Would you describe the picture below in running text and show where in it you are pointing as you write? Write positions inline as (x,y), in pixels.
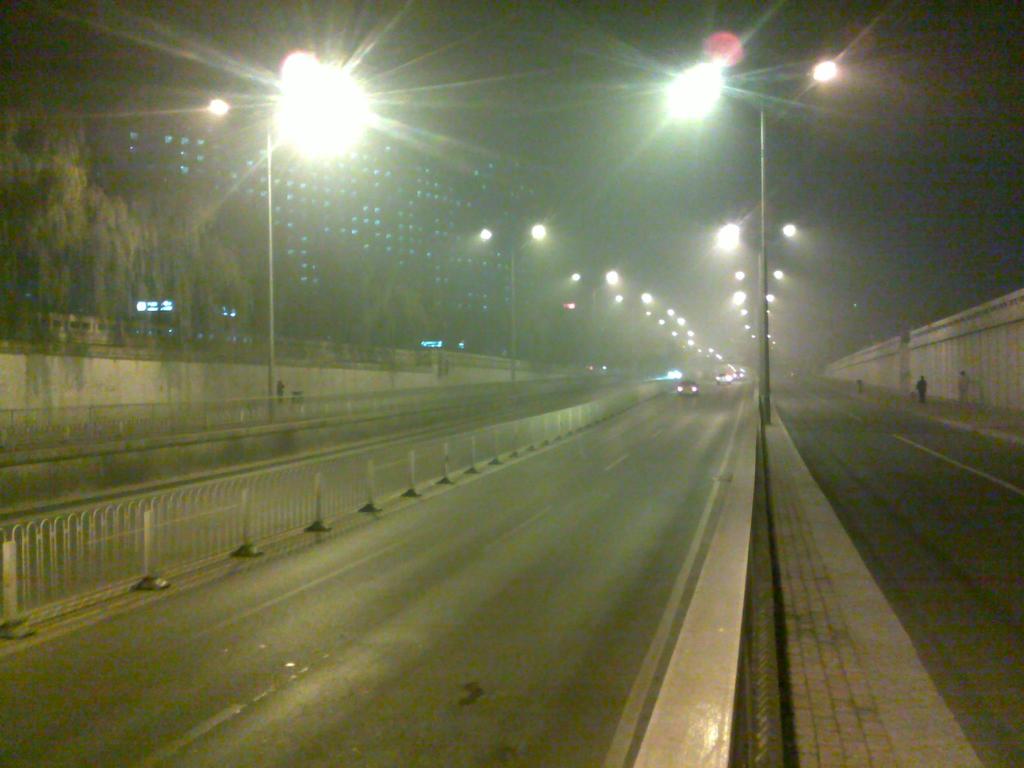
There are roads (697,398). On the sides of the road (941,546) there are lights (616,280). Also there are railings (294,497). There are wall (184,399) and trees (114,294). In the back (358,212) there is a building (358,212).
